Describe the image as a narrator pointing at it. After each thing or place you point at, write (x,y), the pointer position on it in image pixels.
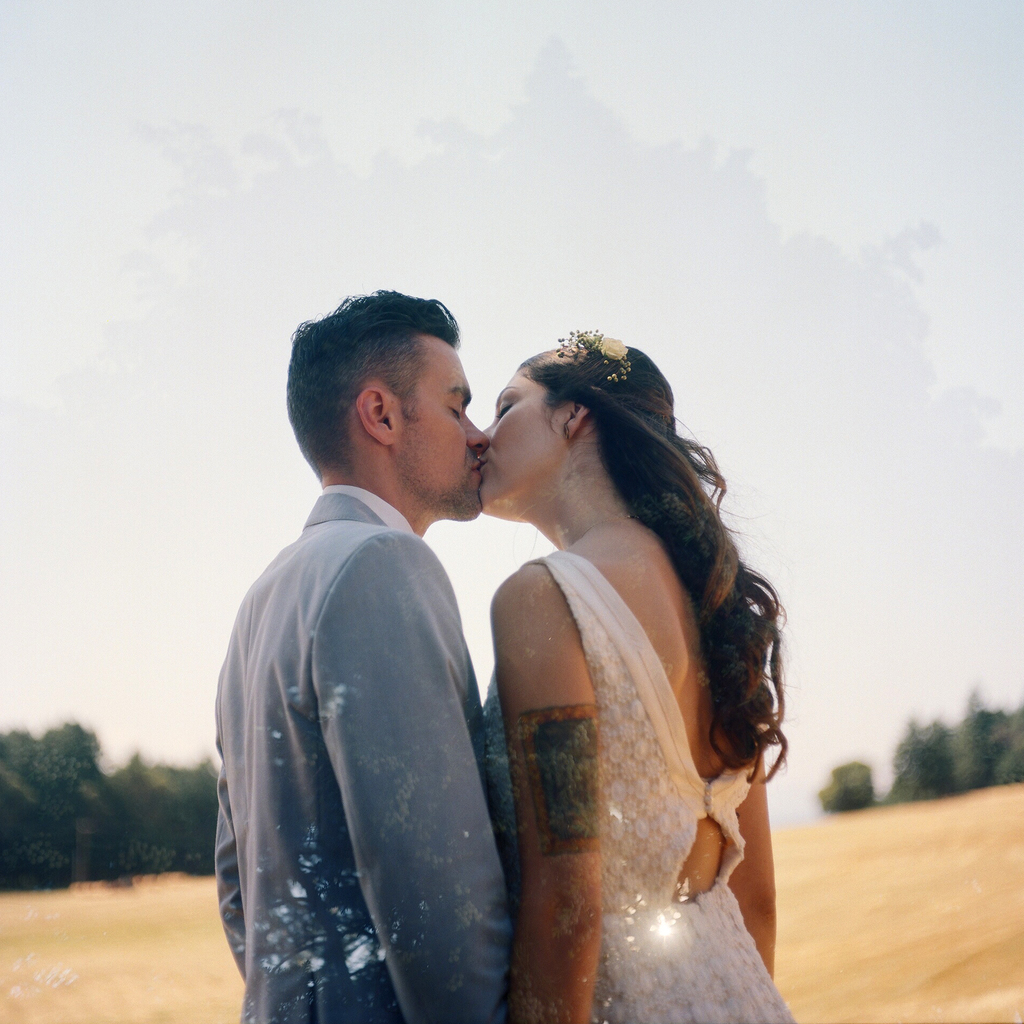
In the center of the image (374,539) we can see man (345,722) and woman (501,781). In the background (876,874) we can see trees (23,791), ground (835,867) and sky (317,52).
